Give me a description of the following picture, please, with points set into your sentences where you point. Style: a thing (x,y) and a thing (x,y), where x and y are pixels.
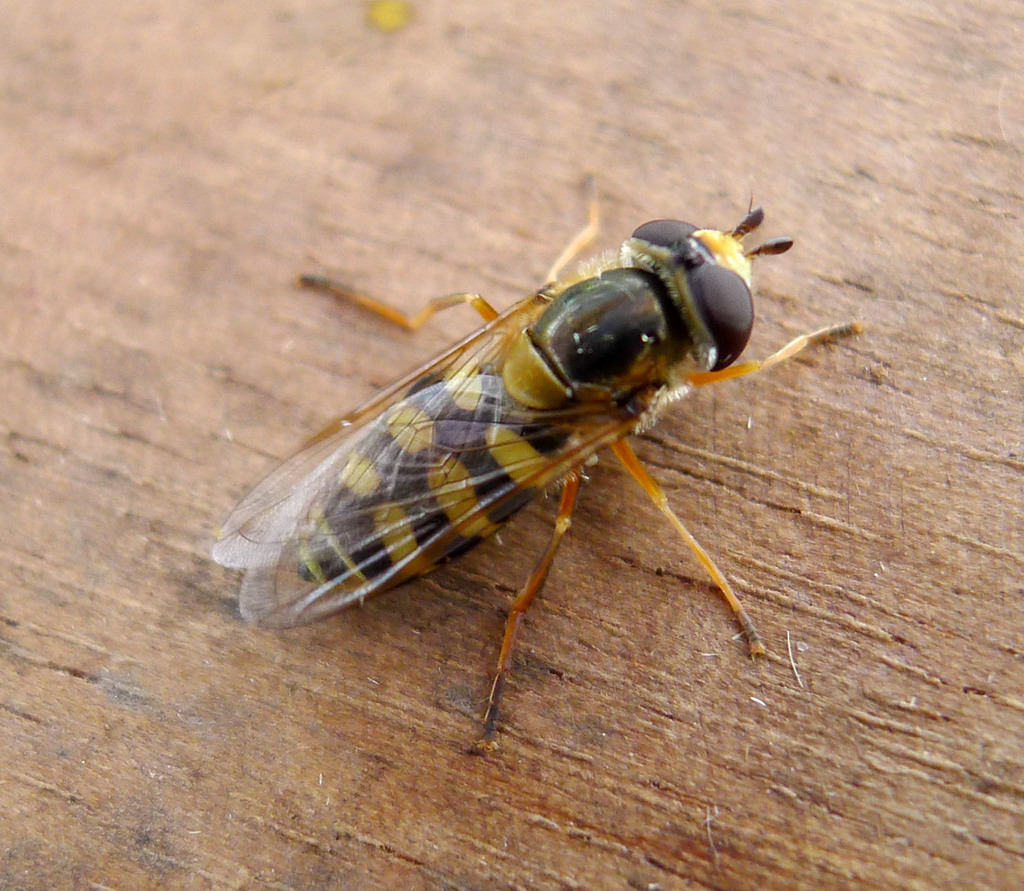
In this picture we can observe a hoverfly (372,438) which is in black and yellow color. This insect (508,337) is on the brown color surface (153,538).
